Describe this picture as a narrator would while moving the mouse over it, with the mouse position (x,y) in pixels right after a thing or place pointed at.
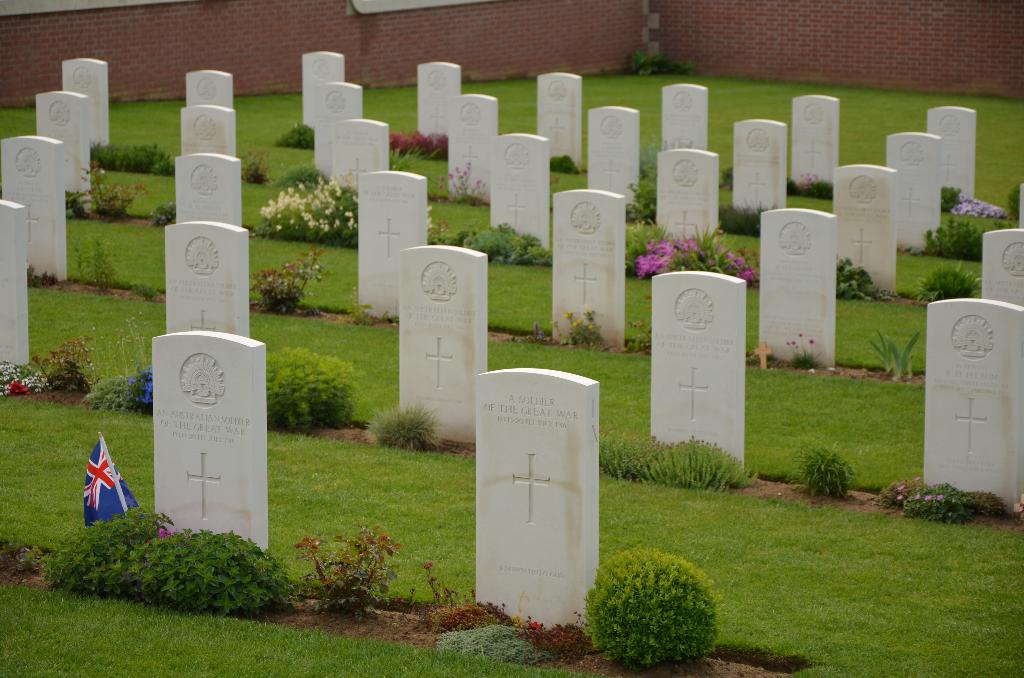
In this picture I can see a flag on the left side (95,456). In the middle (402,436) there are graves (484,361) and bushes (615,443), at the top (212,27) I can see the walls (531,66).
